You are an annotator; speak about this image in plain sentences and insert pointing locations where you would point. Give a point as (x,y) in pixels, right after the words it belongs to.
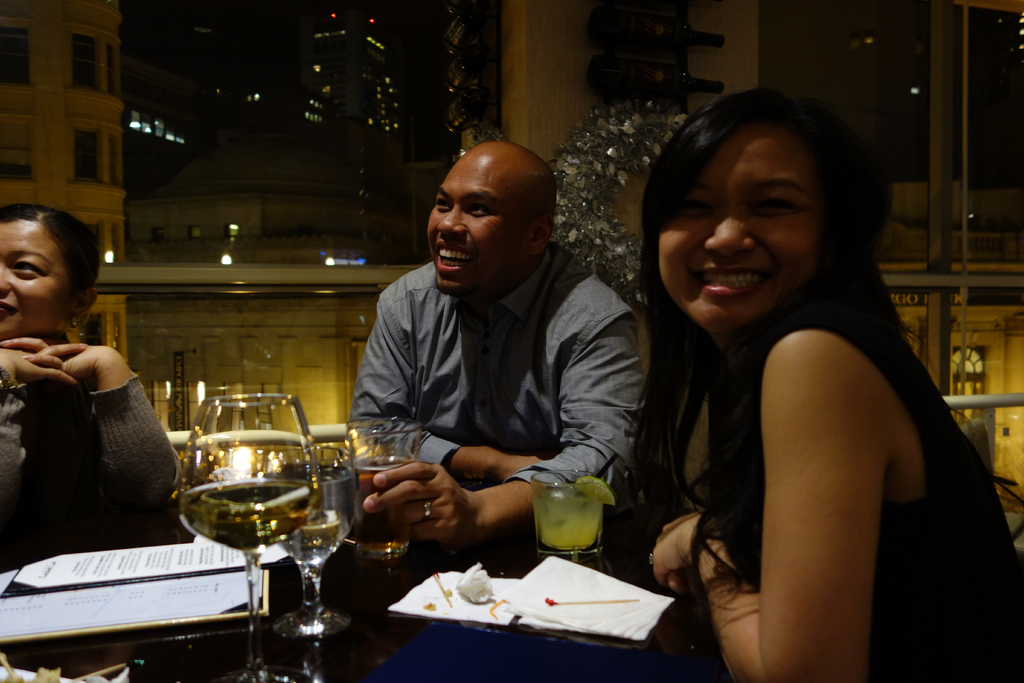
As we can see in the picture there are three persons (476,377) sitting on chair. This is a table (414,633), wine glass (241,481), glass (559,518).
